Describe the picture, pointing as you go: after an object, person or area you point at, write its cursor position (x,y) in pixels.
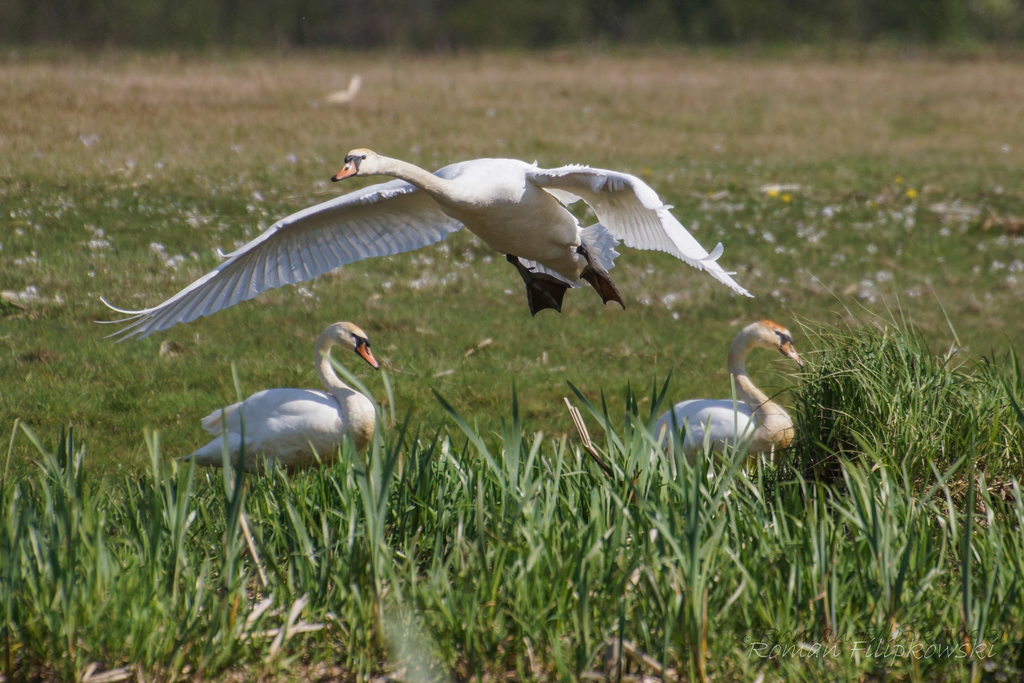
In this picture we can see three birds (356,406), two birds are on the ground (400,398) and one bird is flying.
